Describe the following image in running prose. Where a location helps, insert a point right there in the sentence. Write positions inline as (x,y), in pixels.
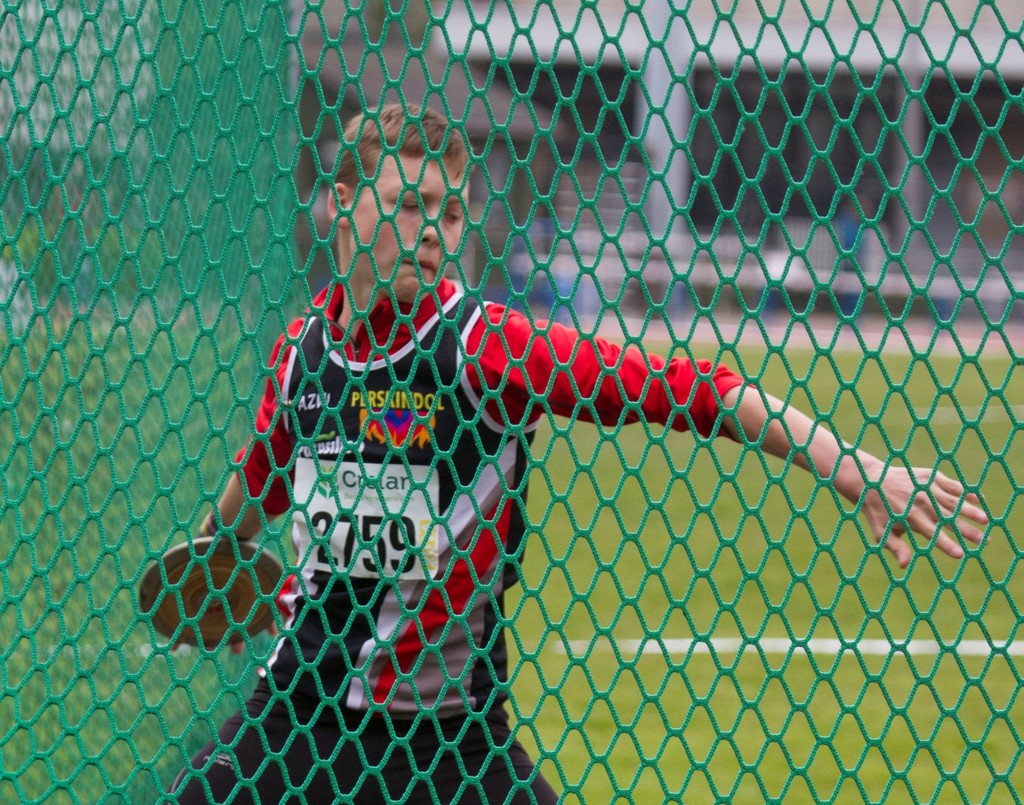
In the image in the center (440,272) there is a net (310,380), which is in green color. Through net (424,541), we can see one person (487,487) standing and holding some object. In the background (693,176) there is a building (675,185) and a few other objects (679,199).
